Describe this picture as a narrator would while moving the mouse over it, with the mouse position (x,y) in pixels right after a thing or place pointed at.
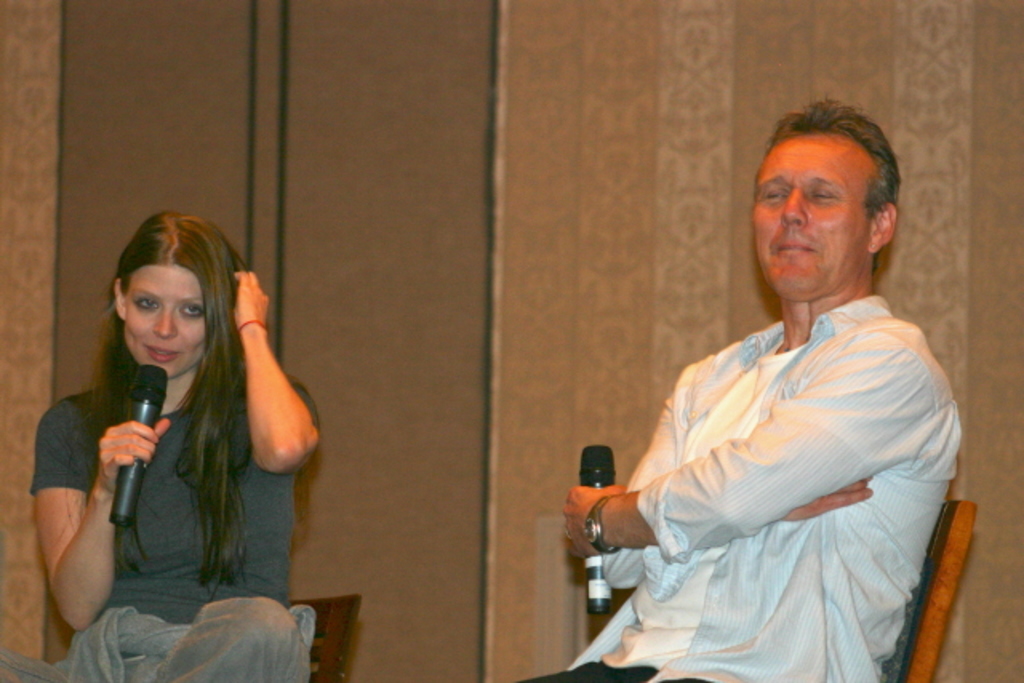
Background (103,152) portion of the picture is in brown color and we can see the design (943,90). In this picture we can see a man (798,342) and woman (250,317) holding the microphones (612,469). They both are sitting on the chairs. A man (824,370) is smiling.
